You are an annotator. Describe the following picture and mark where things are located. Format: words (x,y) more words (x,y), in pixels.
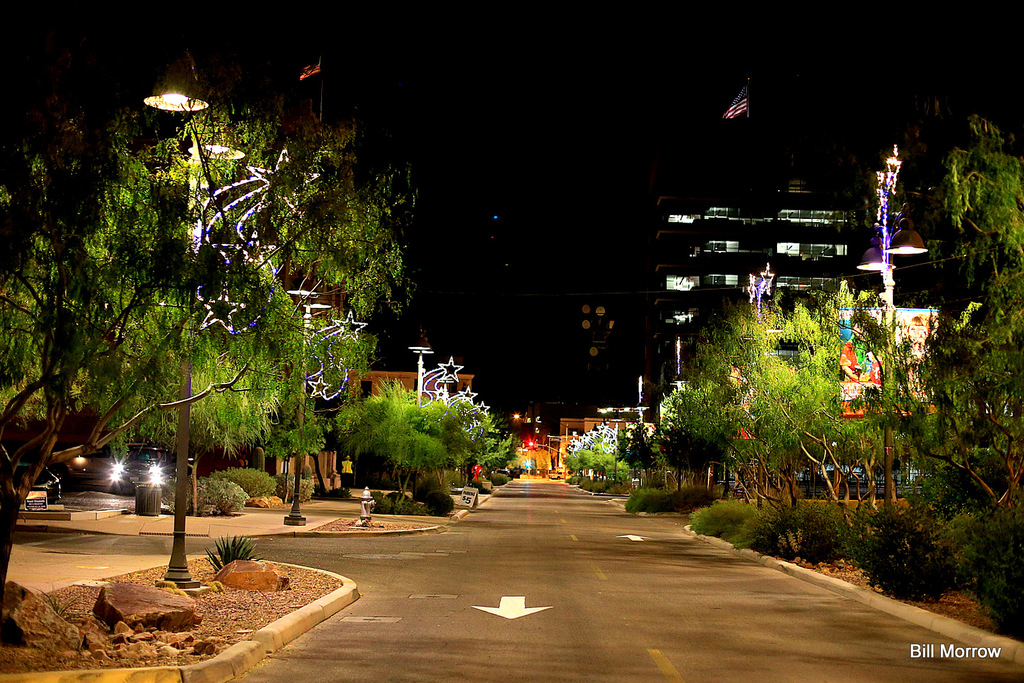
In this image we can see group of trees (223,296), poles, building (723,211), a flag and several cars (113,487) are parked on the ground (120,499).
